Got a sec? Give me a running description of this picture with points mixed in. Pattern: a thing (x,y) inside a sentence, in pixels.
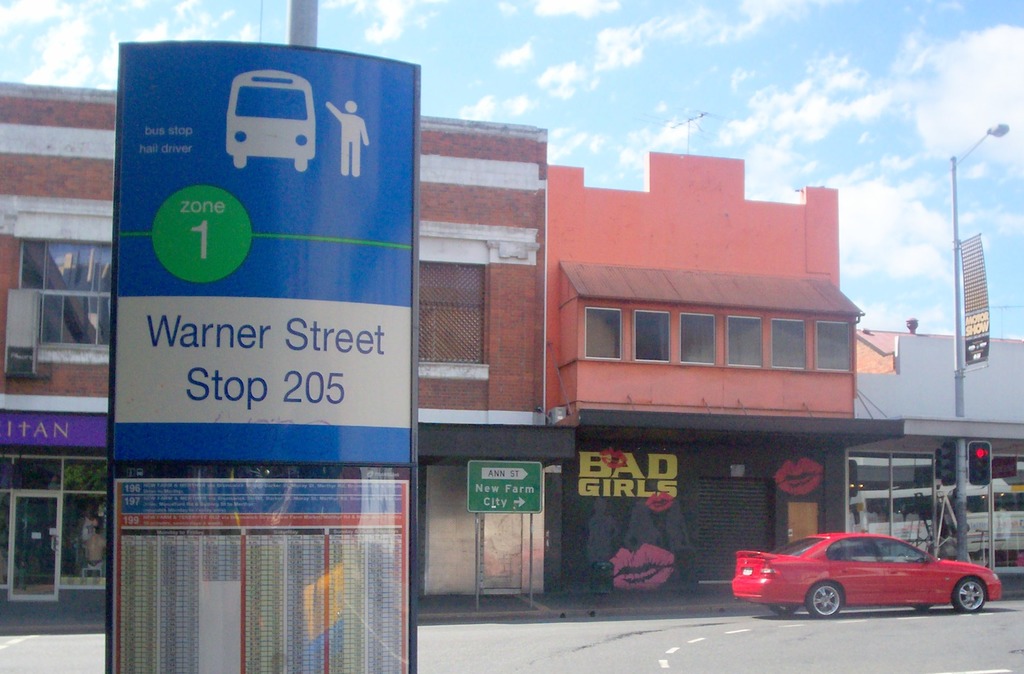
In this image I can see a board (226,244) attached to the pole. The board (248,298) is in blue and white color, background (686,485) I can see a car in red color, a light pole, traffic signal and I can see few buildings (684,192) in orange and brown color, and the sky (642,53) is in white and blue color.
